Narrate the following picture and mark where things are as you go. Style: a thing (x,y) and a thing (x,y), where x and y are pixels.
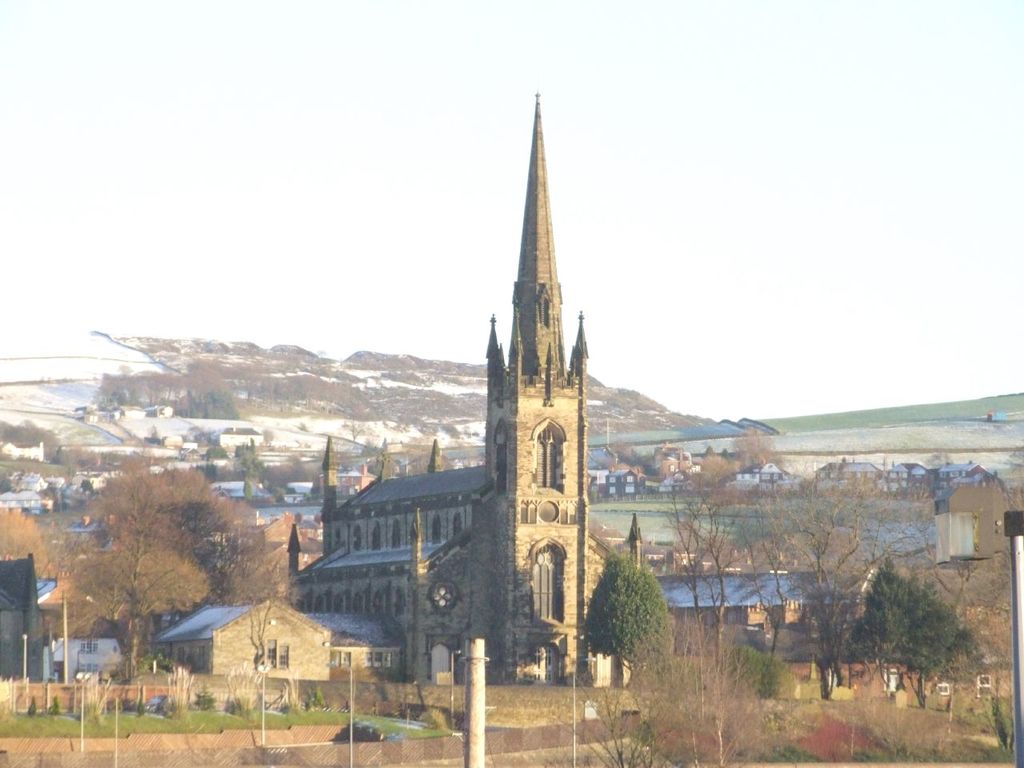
In the image there is a church (518,578) in the middle (522,506) with houses (284,627) and buildings (298,642) on either side and in the background (345,480) with trees (267,572) in front of them, all over the place. In the back (153,376) there is a hill (270,368) covered with snow (96,370) and trees (134,387) and above its sky (732,185).
